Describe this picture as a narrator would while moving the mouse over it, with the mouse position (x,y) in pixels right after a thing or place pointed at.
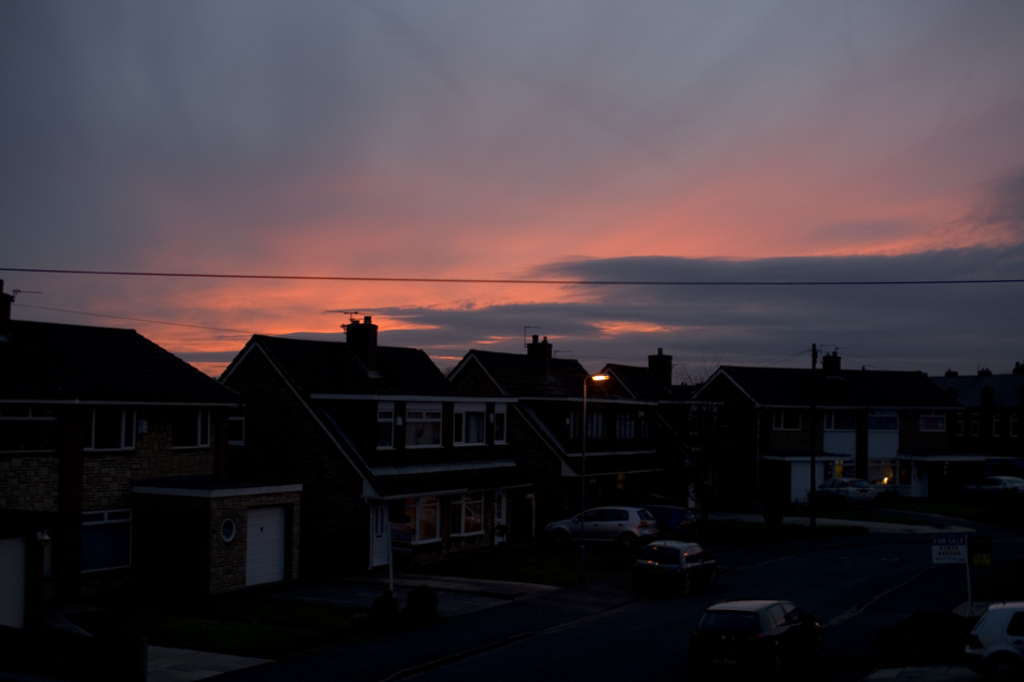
In this picture there are some houses (275,395) with roof tiles (562,384), windows (463,511) and some chimney (544,355) on the roof (210,393). On the top (563,102) we can see the sunset sky (343,147).
